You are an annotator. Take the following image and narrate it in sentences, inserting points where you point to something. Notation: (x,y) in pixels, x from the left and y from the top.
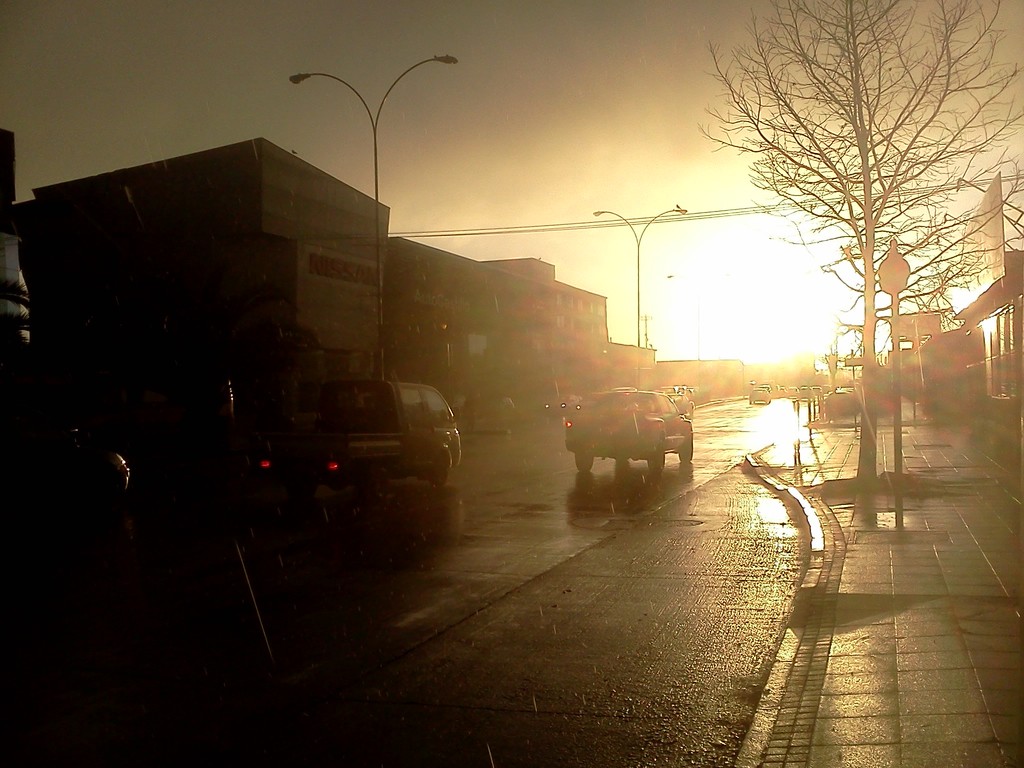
In this picture I can observe some vehicles (371,437) on the road (705,449). On the right side (803,206) I can observe a tree (819,88) and a pole (898,258). There are buildings (351,346) in this picture. In the background (630,216) I can observe sun (743,261) in the sky (589,151).
